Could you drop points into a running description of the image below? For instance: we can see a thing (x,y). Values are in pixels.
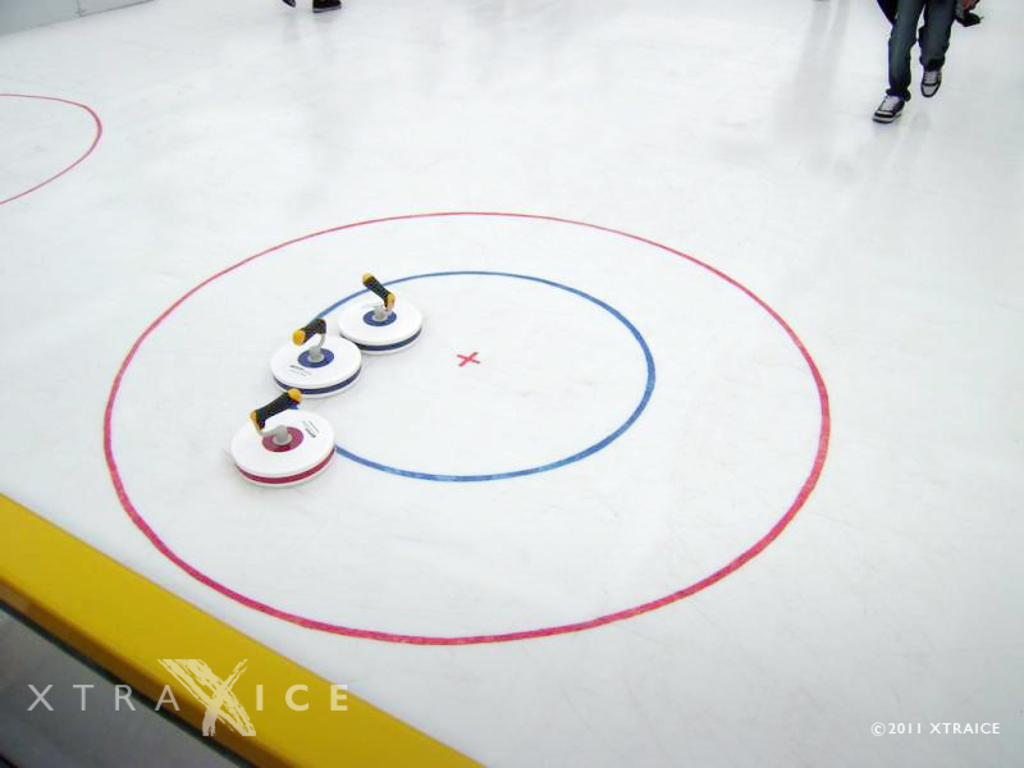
In this image there is a floor (596,100). There are markings (116,393) on the floor (485,425). There are few objects (324,383) on the floor (358,408). At the top (903,78) there are legs (930,34) of the people (897,58). At the bottom (252,697) there is text (935,726) on the image.
